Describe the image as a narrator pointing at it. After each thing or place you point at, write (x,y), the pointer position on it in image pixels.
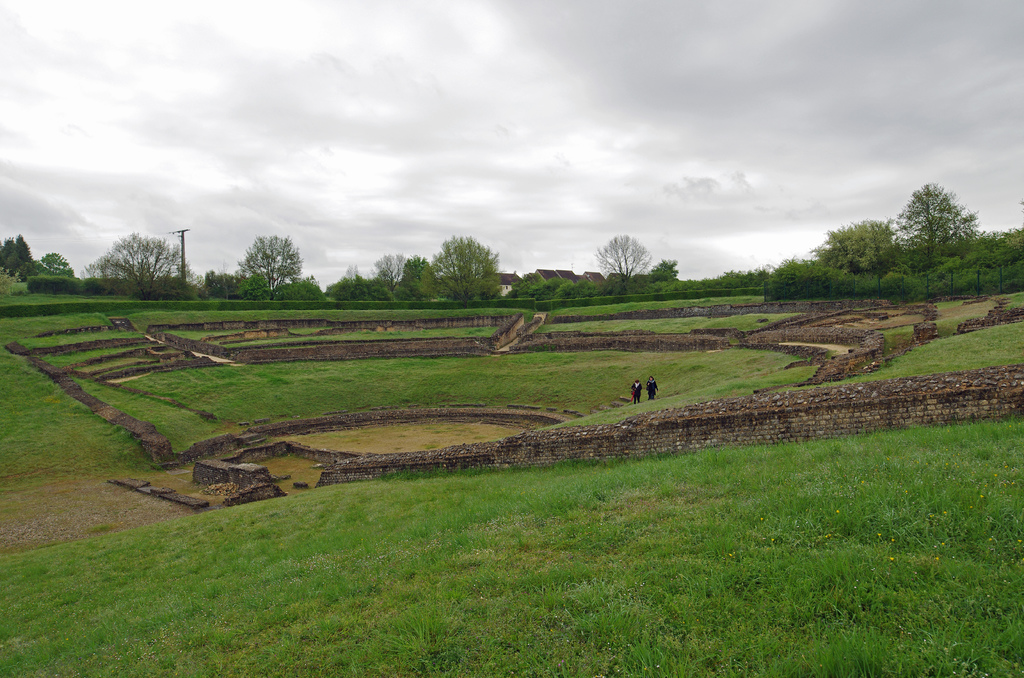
In this image there are two people (649,389) standing on the surface (628,378) of the grass (436,668), around them there is a greenery (276,296) with trees (222,298) and grass (808,490). In the background (183,259) there is a utility pole (182,244), there are like houses (594,273) and the sky (450,149).
